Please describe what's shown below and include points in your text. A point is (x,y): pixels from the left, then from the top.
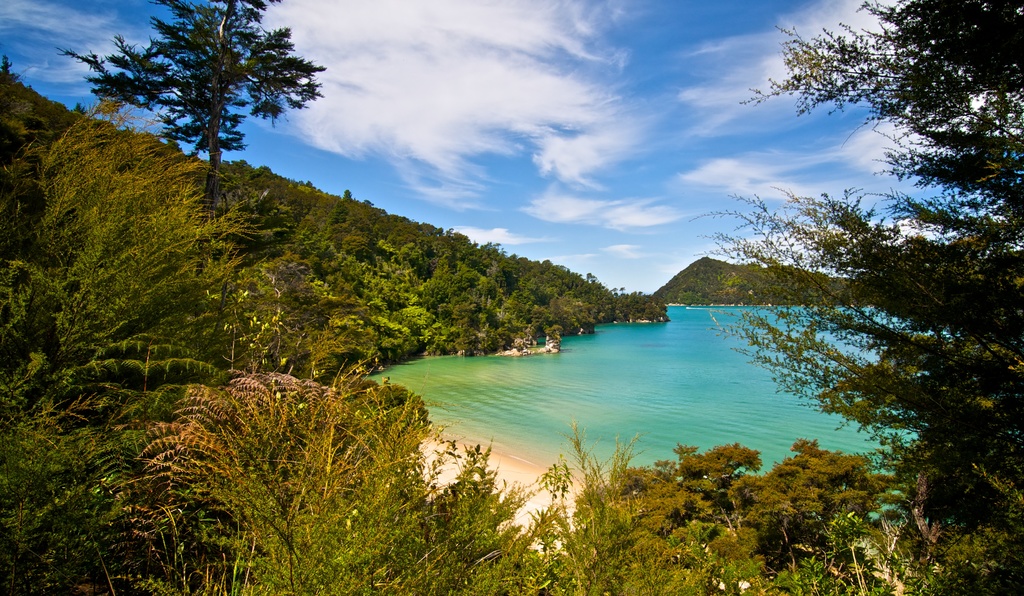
In this image there are trees (905,335), in the middle (580,387) there is a bay (691,392), in the background (721,278) there is a mountain (698,280) and the sky (502,81).
